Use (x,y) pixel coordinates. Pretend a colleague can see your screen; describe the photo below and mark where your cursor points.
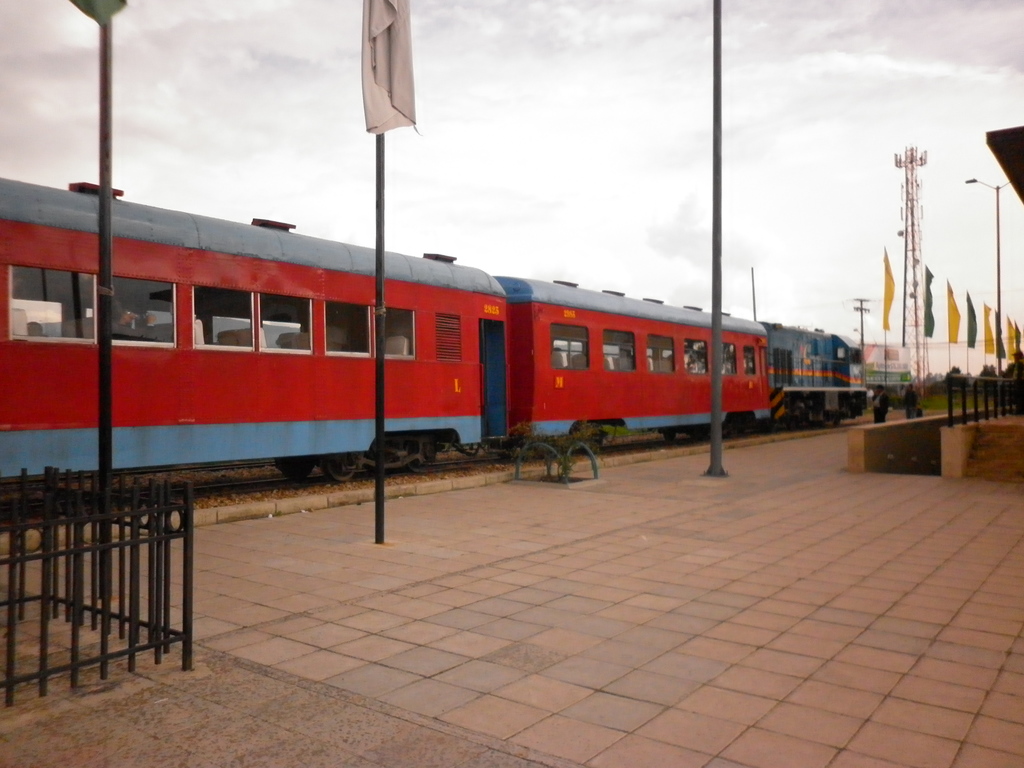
Here we can see fences (131,601), poles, flags (927,291) on the ground (173,592) and we can see a train (635,415) on the railway track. In the background (1017,309) there are trees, a building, poles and sky (266,116).
